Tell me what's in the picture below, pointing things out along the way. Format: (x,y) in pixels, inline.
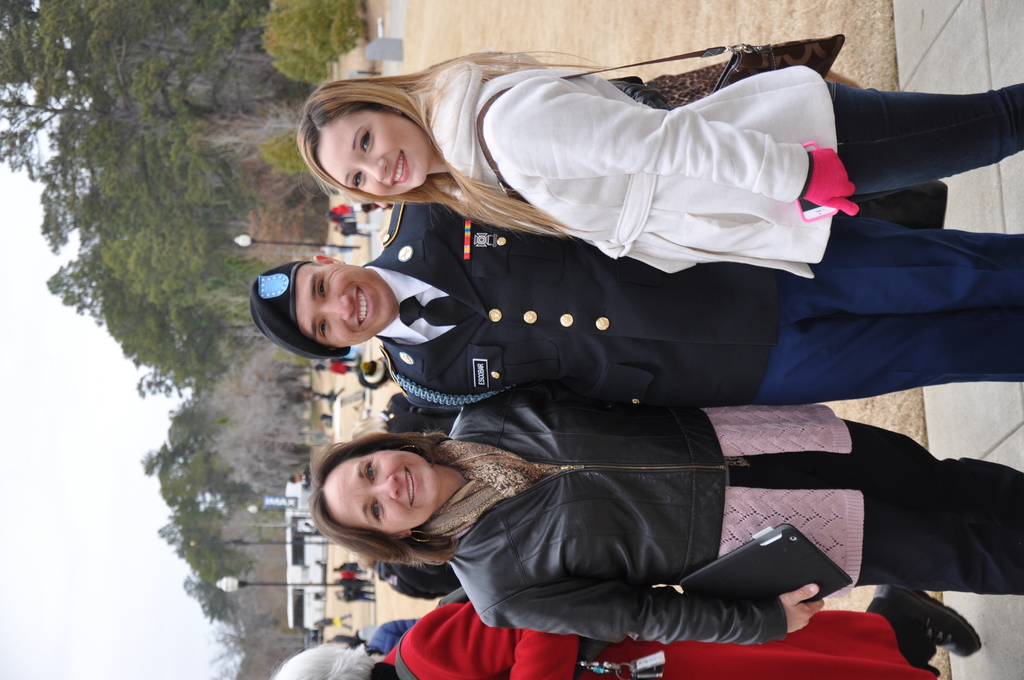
In this image I can see group of people (600,612) standing. In front (505,318) the person (615,299) is wearing black blazer (519,303), white shirt (446,326) and black color tie (428,312). Background (84,460) I can see few other persons (336,621) standing, few light poles (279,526), a building (300,558) in white color, the trees (171,227) in green and the sky (74,448) is in white color.
